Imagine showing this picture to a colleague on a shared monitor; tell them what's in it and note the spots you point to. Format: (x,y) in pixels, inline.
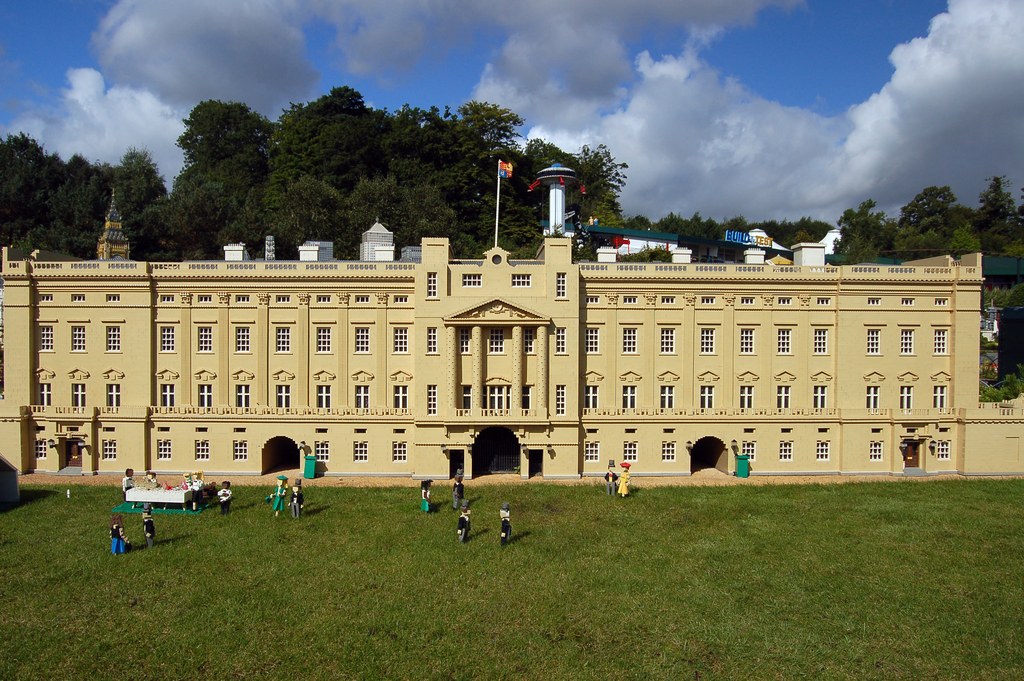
This picture is clicked outside. In the foreground (219,568) we can see the group of persons (277,492) which seems to be the toys (505,507) and we can see the ground (715,635) is covered with the green grass (344,600). In the center (510,335) we can see the building (193,325) and we can see the windows (946,335) and the wall (441,303) of the building (666,308). At the top (549,223) we can see the flag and some other objects (679,238). In the background (826,59) there is a sky (764,53) which is full of clouds (502,57) and we can see the trees (220,220) and some other objects (1014,272) in the background (994,270).
